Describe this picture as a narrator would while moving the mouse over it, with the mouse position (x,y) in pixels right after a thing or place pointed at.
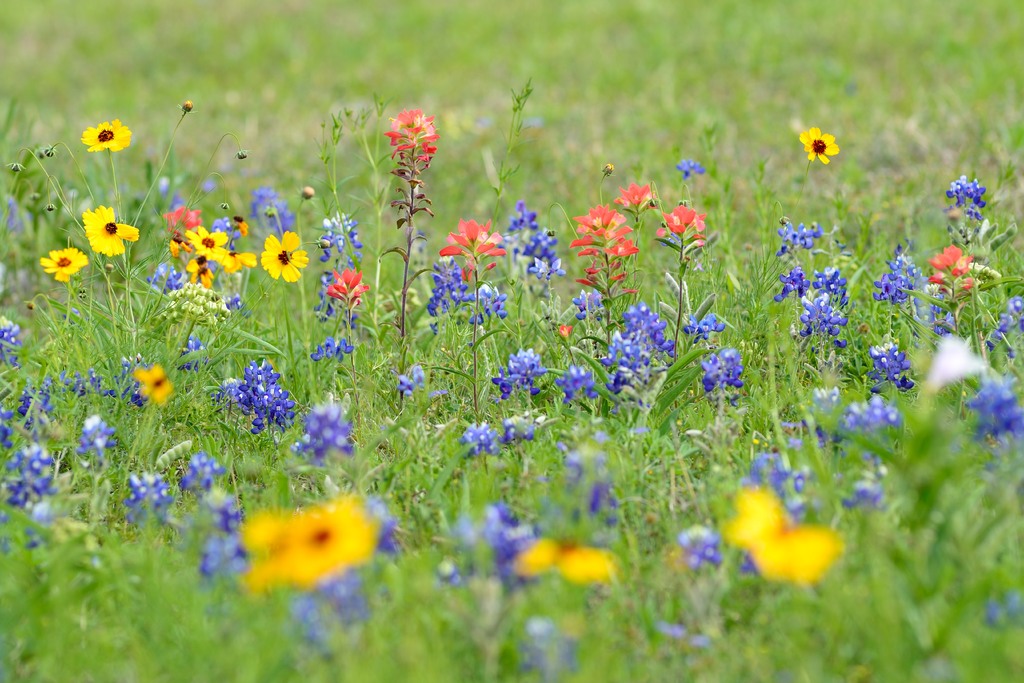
In this picture we can see the plants (515,480) and flowers (268,399).
